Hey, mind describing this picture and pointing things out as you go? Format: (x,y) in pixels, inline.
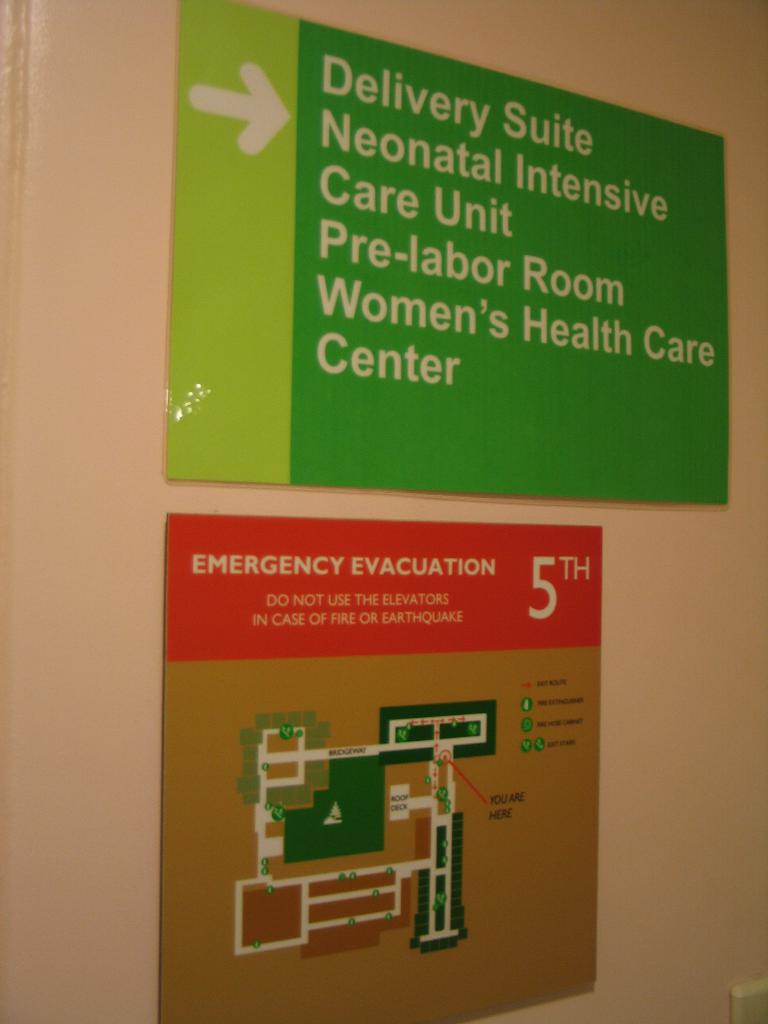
In this image we can see a wall (701,65) with boards (519,664) and an object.
